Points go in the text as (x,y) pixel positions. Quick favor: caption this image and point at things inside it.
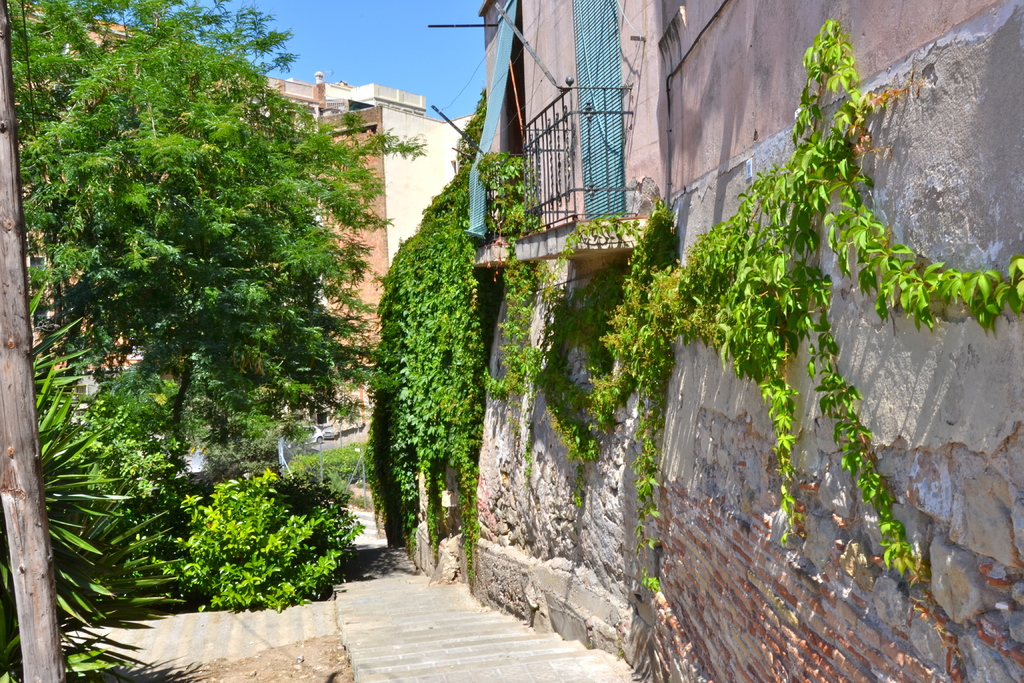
In this picture we can see trees (207,263), buildings (381,263) and the sky (313,10). On the left side of the image (19,323), there is a wooden pole (61,644). On the right side of the image (790,333), there are creeper plants (449,387) to the wall (675,392). At the bottom of the image (363,604), there is a path (368,616).
